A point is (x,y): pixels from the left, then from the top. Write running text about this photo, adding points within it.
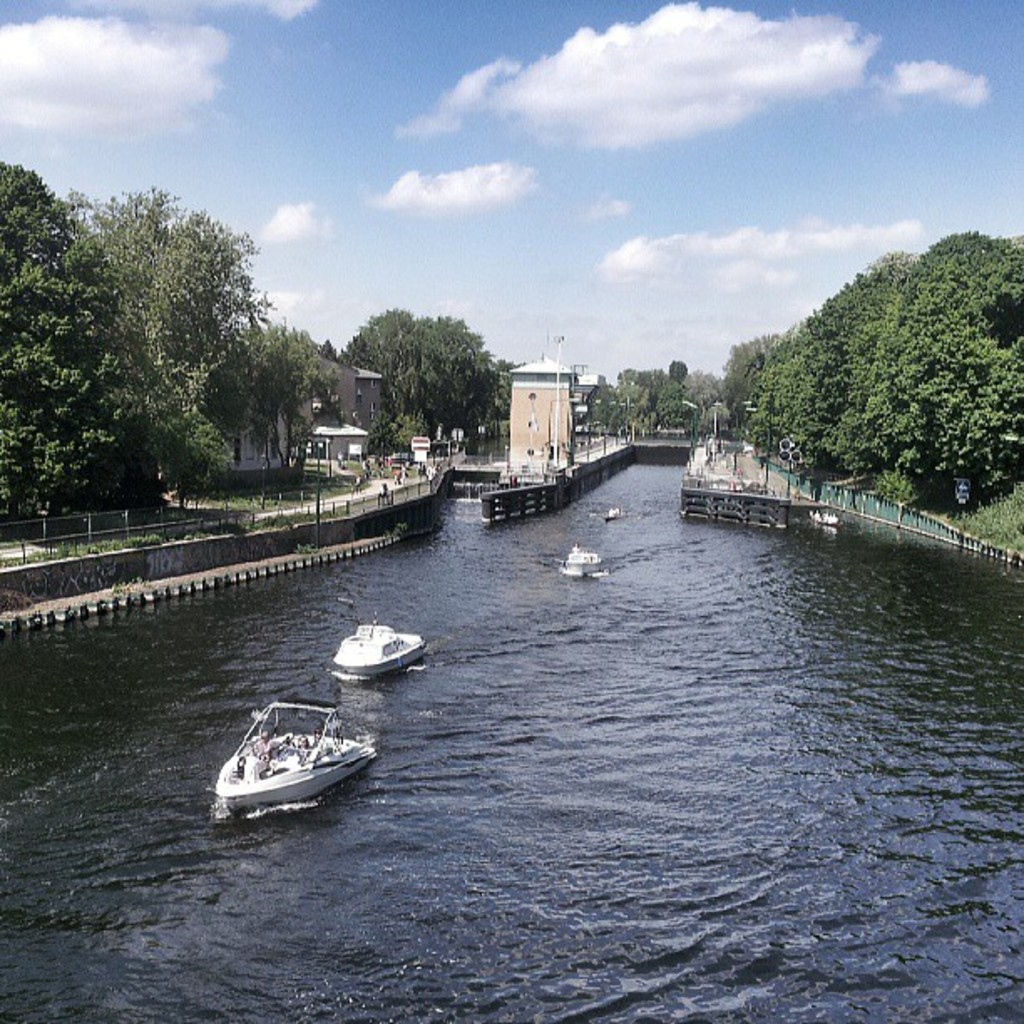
In this picture I can see boats (327,728) on the water (765,695), there are buildings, there are trees (749,351), and in the background (700,249) there is the sky (657,77).
